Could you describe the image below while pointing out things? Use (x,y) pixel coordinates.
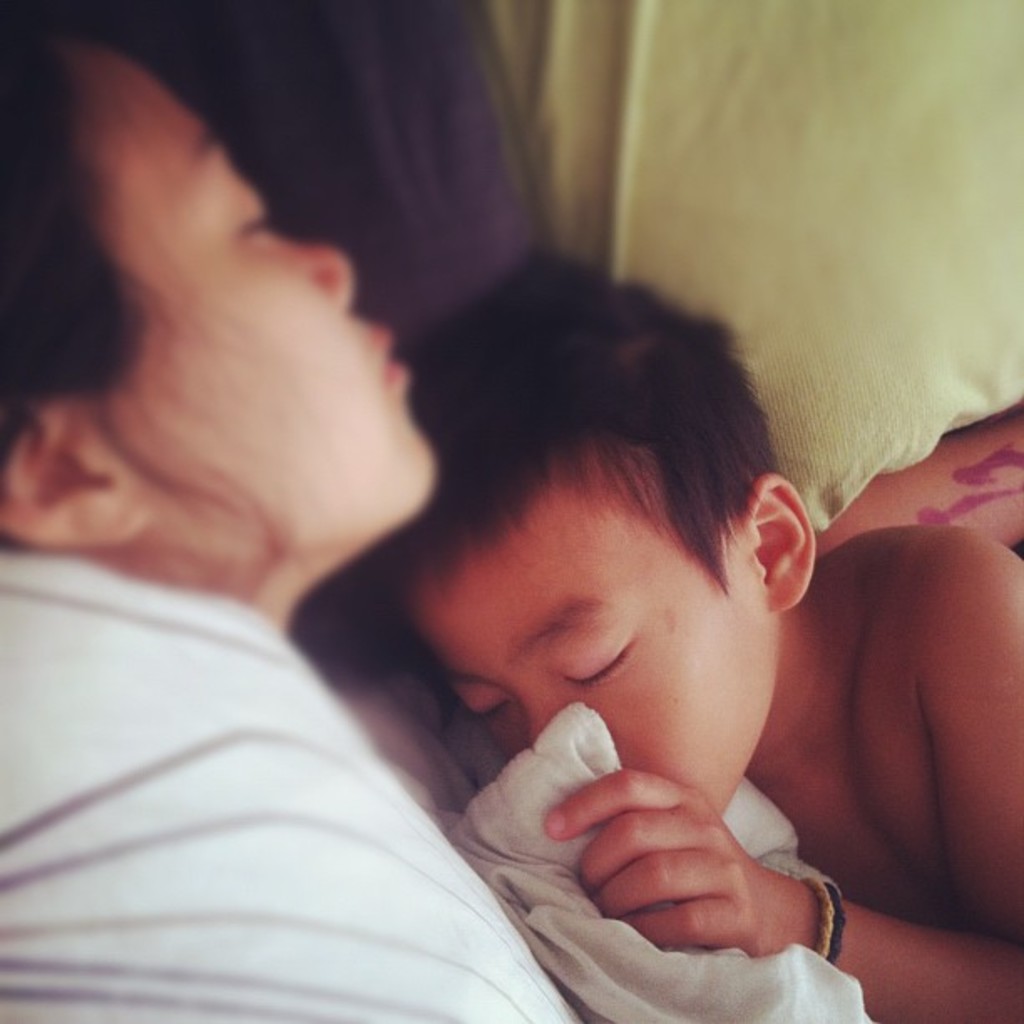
In this image we can see a woman (343,927) and also the boy (734,551) holding the cloth (624,961).
